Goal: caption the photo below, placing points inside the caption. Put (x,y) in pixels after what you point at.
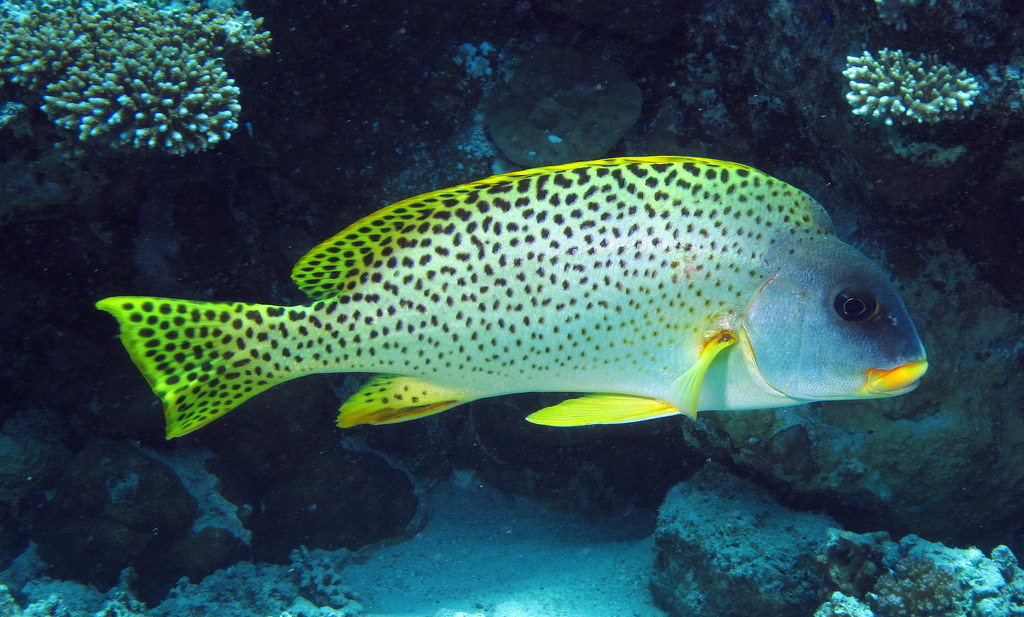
In the center of the image (550,301) we can see a fish (687,278) is present. In the background of the image (532,556) there is a sea plants (115,111), rocks (342,505), soil (523,567) and water (641,125) are present.
